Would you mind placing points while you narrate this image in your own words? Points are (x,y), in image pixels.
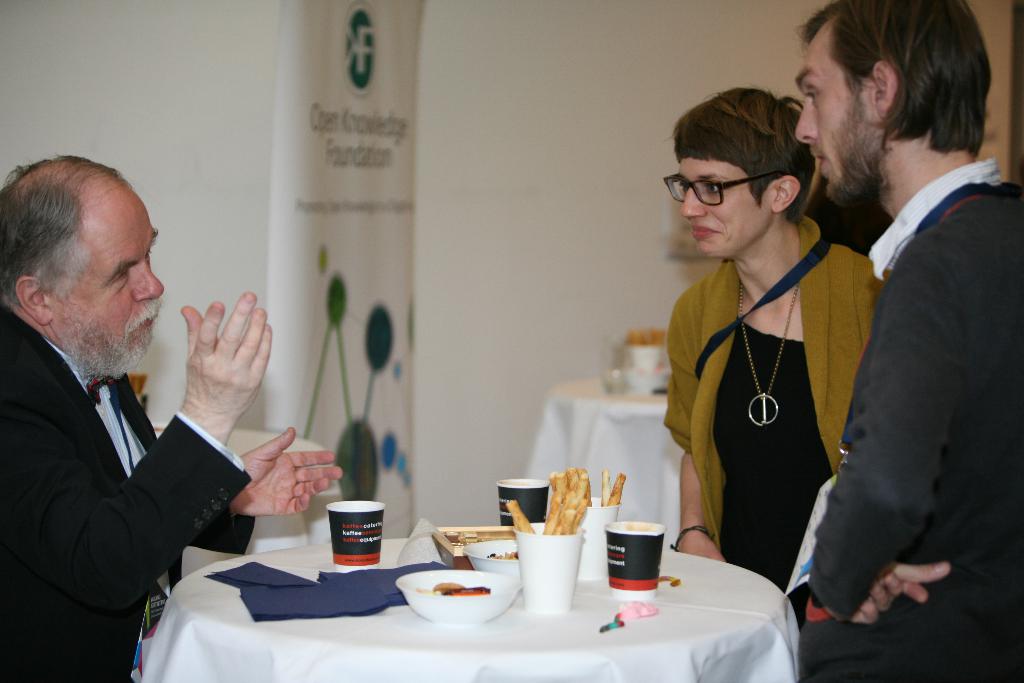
Three people (150,258) are at a table (515,601). A man (111,495) is sitting and explaining to another man (843,503) and woman (784,382). There some cups (647,594) and eatables (667,577) on the table (731,574).
